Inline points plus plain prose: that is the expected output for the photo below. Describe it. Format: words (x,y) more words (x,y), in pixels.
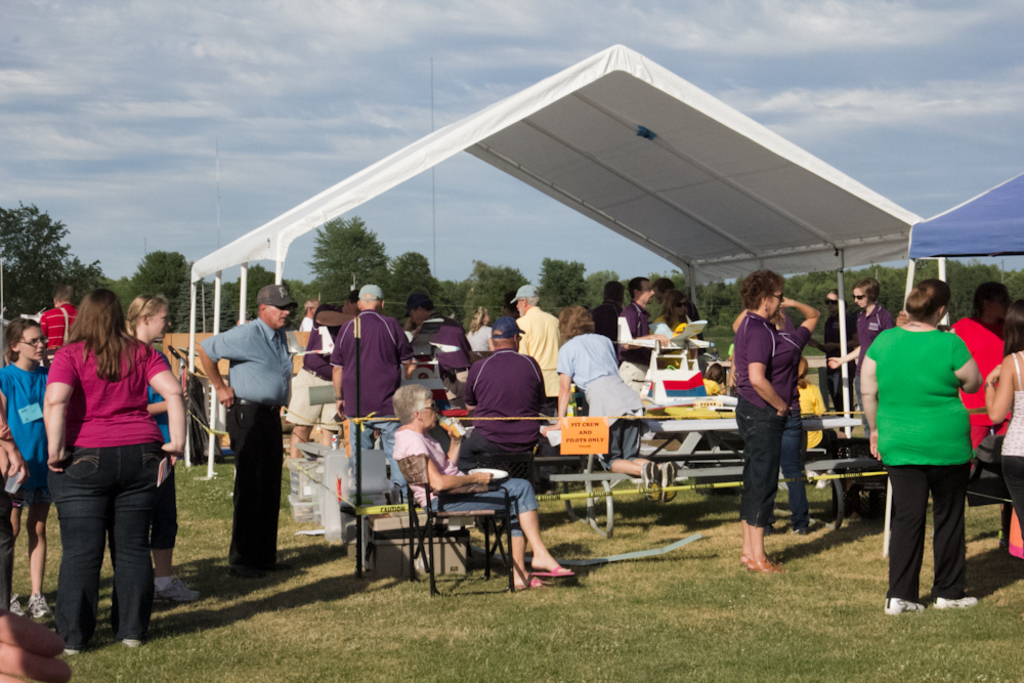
In this image, we can see a crowd (547,400). There is a tent (671,119) and some trees (394,275) in the middle of the image (373,275). There is a person (445,480) at the bottom of the image (446,471) sitting on the chair (440,493). In the background of the image (459,56), there is a sky (888,75).
